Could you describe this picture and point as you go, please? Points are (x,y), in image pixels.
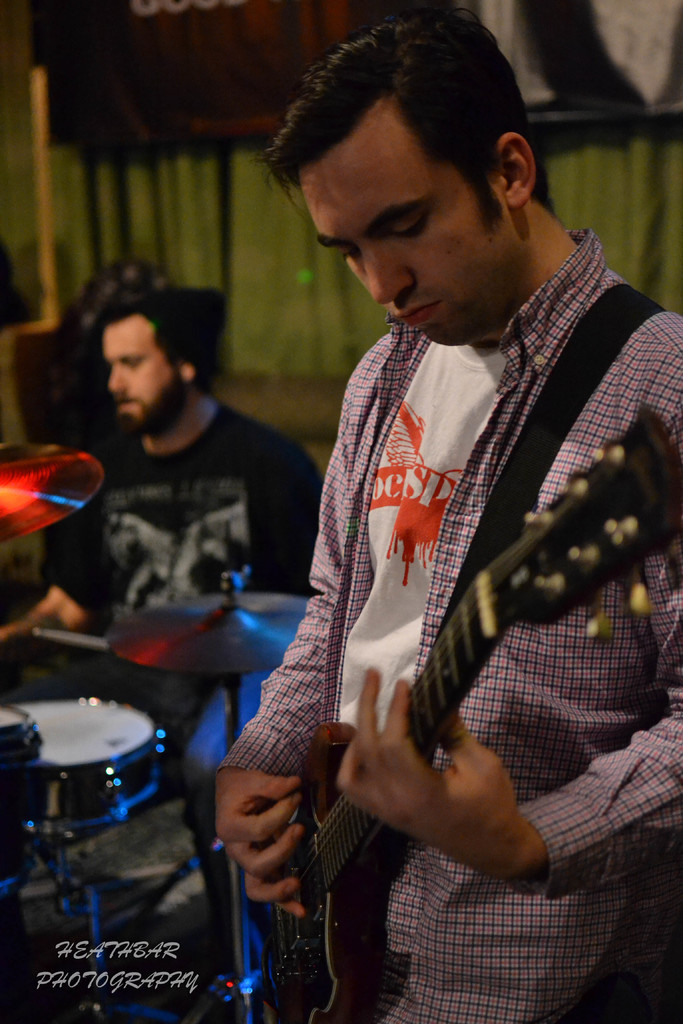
In this image, I can see the man (471,850) standing and playing the guitar (318,805). Here is another person (176,532) sitting and playing the drums (90,785). I think this is a hi-hat instrument (223,604). This is the watermark (150,965) on the image.
